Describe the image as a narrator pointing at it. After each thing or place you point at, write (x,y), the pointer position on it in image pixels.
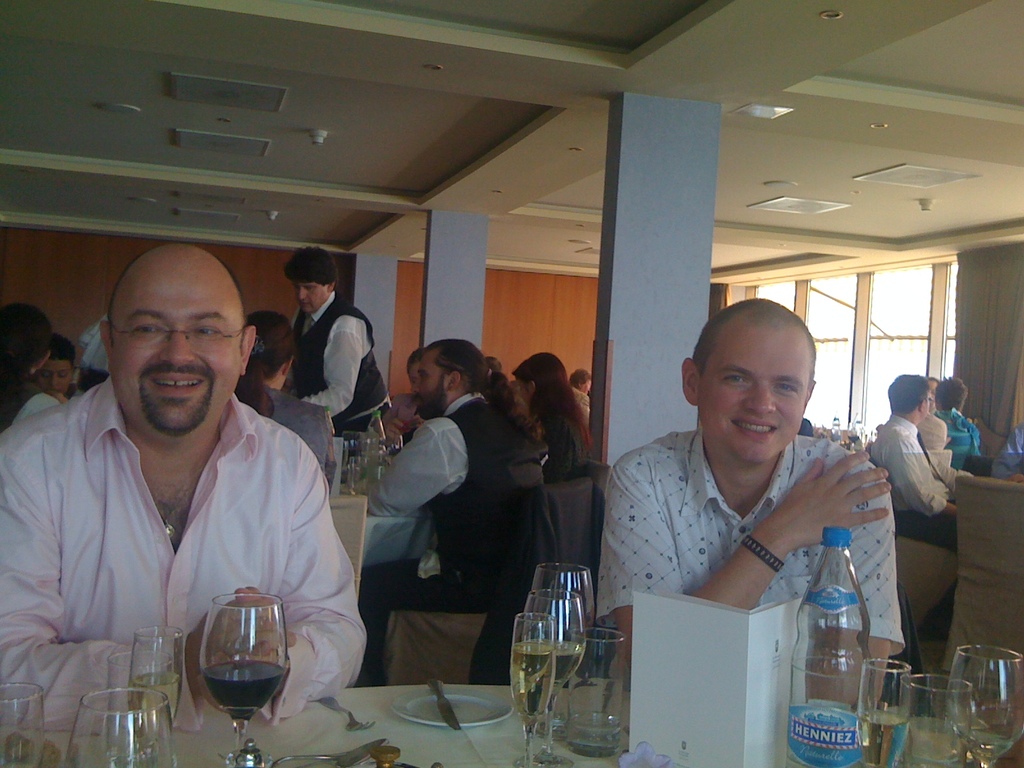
In this image I can see there are group of people (410,443) among them few are sitting on a chair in front of table (343,730) and one person (330,313) is standing. On the table (394,690) I can see that are few glasses (895,667) a bottle (839,676) and other objects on it.
